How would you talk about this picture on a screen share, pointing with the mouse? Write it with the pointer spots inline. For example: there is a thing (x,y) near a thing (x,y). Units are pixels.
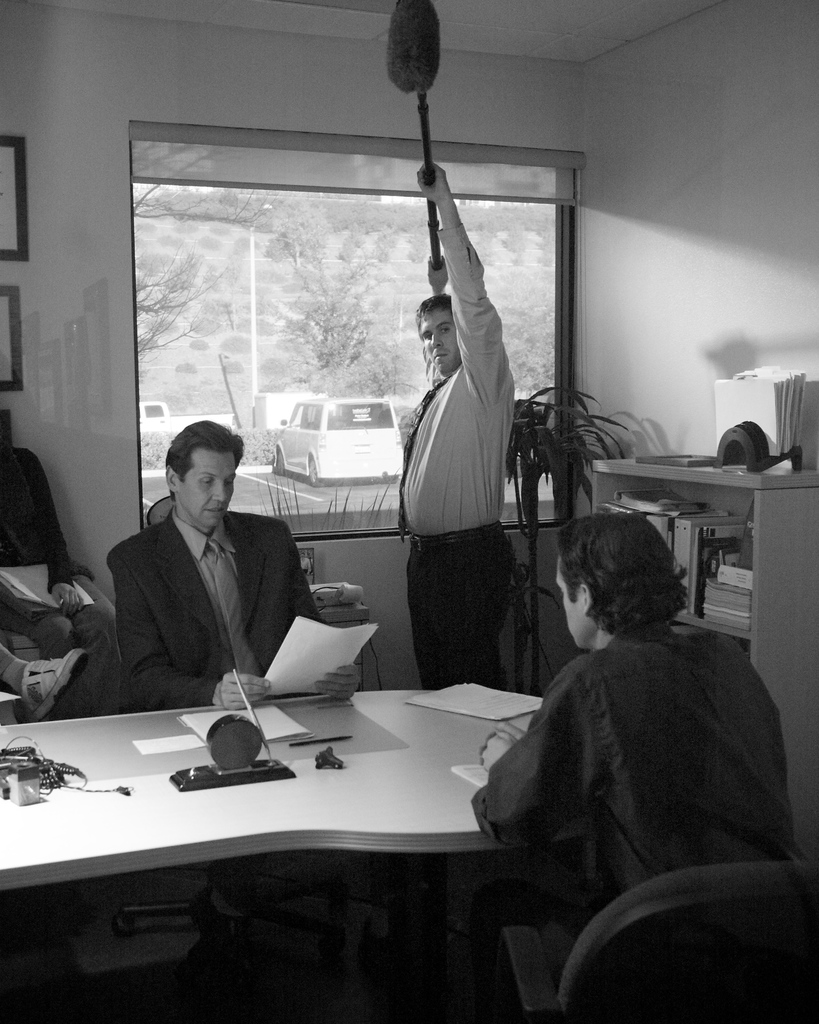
In this image there are 2 persons (688,663) sitting in a chair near the table (289,714) another person (463,386) standing, and the back ground (286,420) there is plant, rack (801,556), books (655,524), tree (370,389), car (317,419).
